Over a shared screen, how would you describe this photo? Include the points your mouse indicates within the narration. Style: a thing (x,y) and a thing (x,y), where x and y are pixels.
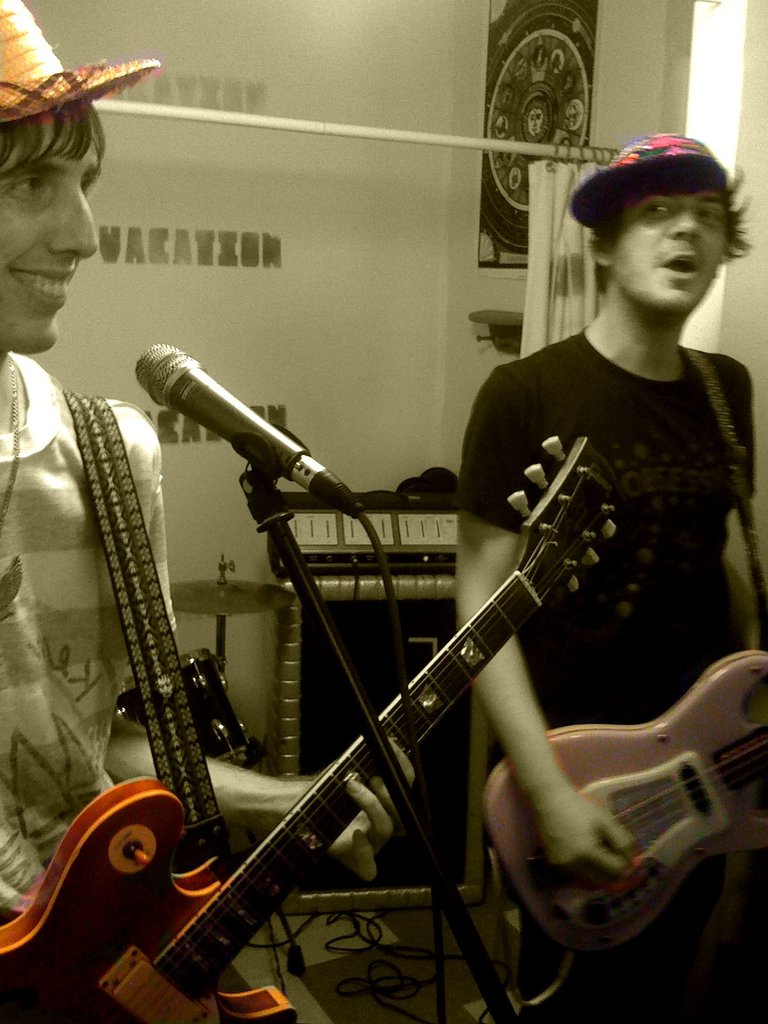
In this image I see a man (161,575) who is holding the guitar (7,1004) and he is smiling and he is in front of a mic (155,370), I can also see another person (580,679) who is holding a guitar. In the background (423,407) i see the rod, curtain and a wall (266,360).
